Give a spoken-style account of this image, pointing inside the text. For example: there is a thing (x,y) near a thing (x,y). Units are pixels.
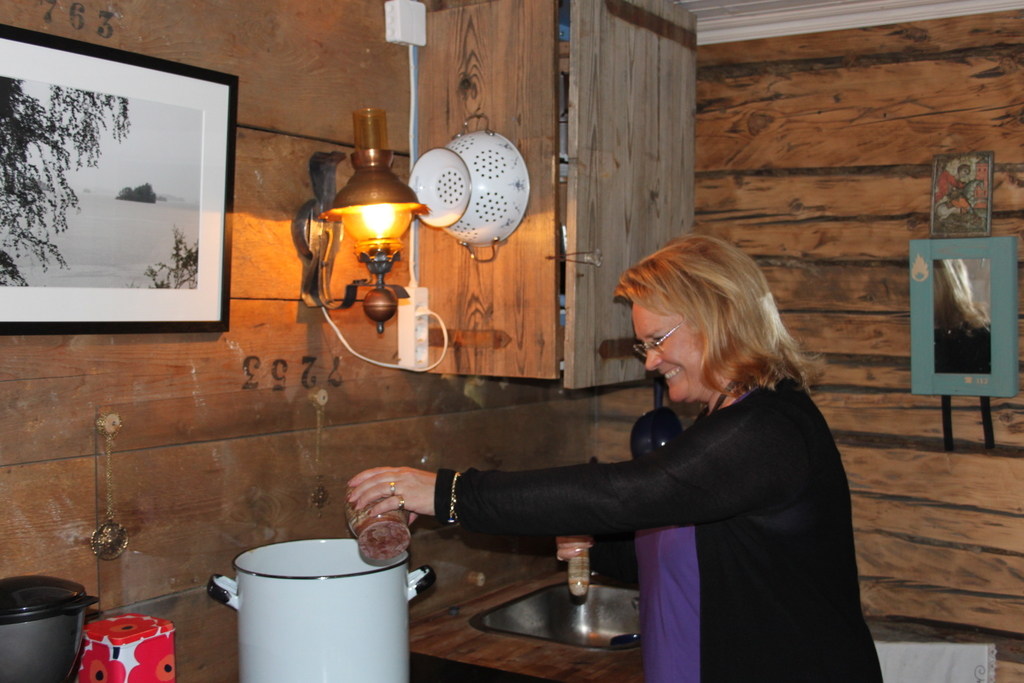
In the image in the center (670,258), we can see one woman (800,598) standing and holding some object (391,507) and she is smiling. In front of her, there is a table (505,636). On the table (519,644), we can see one sink (554,628), containers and a few other objects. In the background (607,286) there is a wall (702,213), cupboard (665,200), cloth (921,650), lamp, bowl (487,172), mirror (987,329) and photo frames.
